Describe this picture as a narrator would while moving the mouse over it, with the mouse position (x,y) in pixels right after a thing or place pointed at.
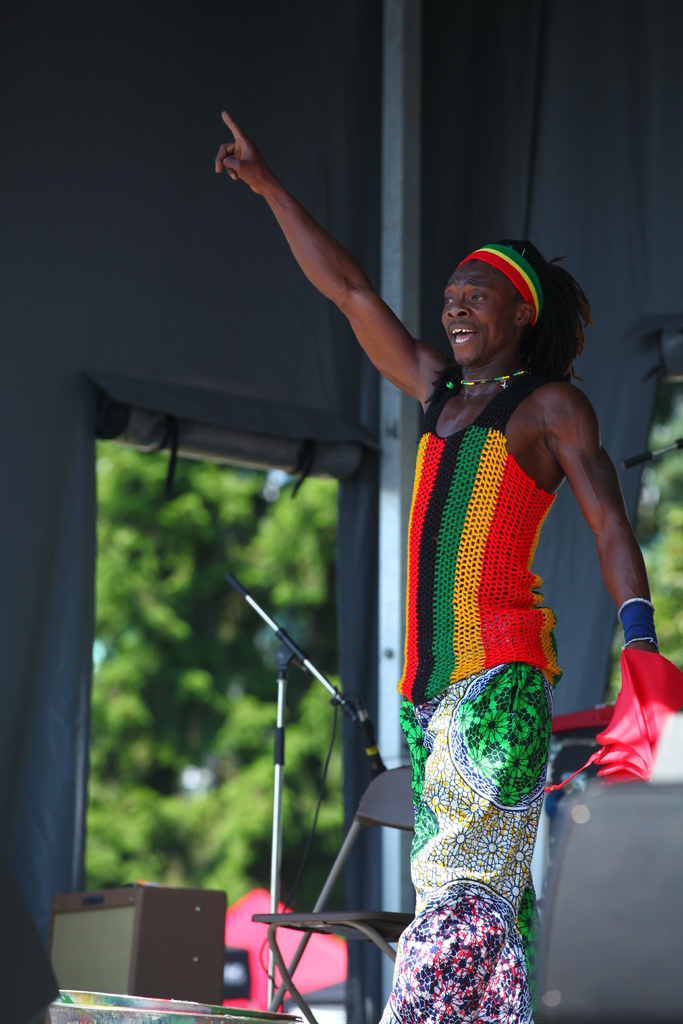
In this image in the front (475,661) there is a person (474,669) standing and there is a stand (279,707) and there is an empty chair (351,919) and there is an object (177,949) which is brown in colour. In the background (65,613) there is a wall (84,563) and behind the wall (62,604) there are trees (276,590).
